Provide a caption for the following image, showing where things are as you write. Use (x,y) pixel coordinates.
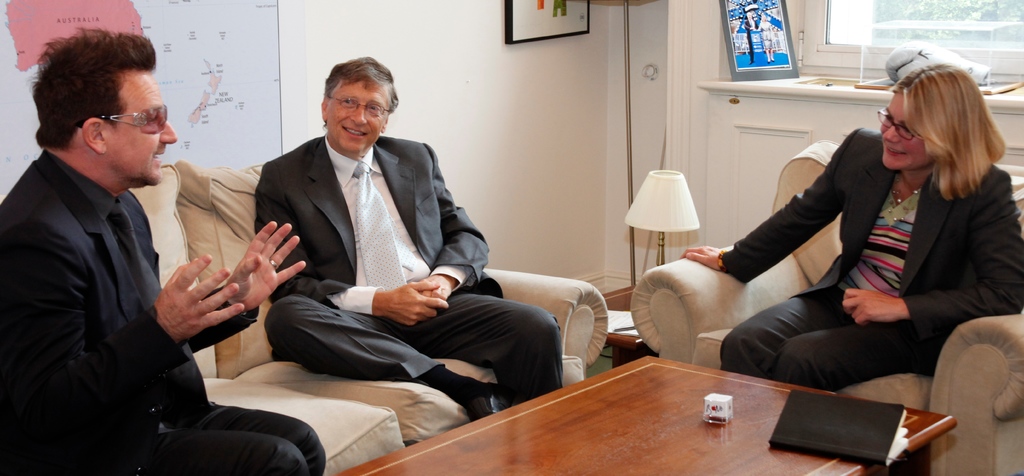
In this picture we can see inside view of the room (198,195) in which two men (335,242) wearing black coat (335,225) is sitting on the cream couch (364,402) and one man (223,306) wearing specs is discussing something. On the right (961,254) a woman (957,191) wearing black coat (957,261) and colorful t-shirt (882,285) is sitting on the sofa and smiling towards the man (142,267) who is discussing. In front a center table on which black color book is kept. Behind we can see the table light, wooden cabinet door (756,120) and a glass window (855,32). On the left wall (305,42) a map (229,98) and the photo frame (518,38) is hanging.
